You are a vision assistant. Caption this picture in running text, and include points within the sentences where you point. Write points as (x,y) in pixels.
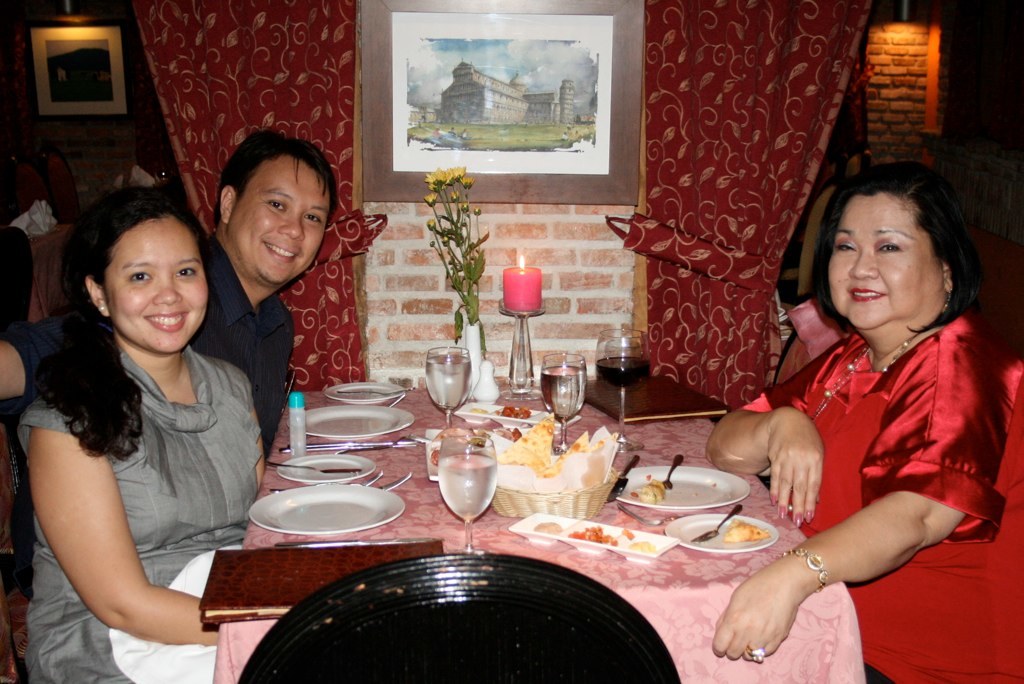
Here in this picture we can see three people (216,315) sitting on chairs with table (444,513) in front of them having plates (568,542), glasses (432,385), flower vase (472,337) and a candle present and we can see all of them are smiling and in the middle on the wall (490,339) we can see a portrait (538,152) present and we can also see curtains (295,76) present.
